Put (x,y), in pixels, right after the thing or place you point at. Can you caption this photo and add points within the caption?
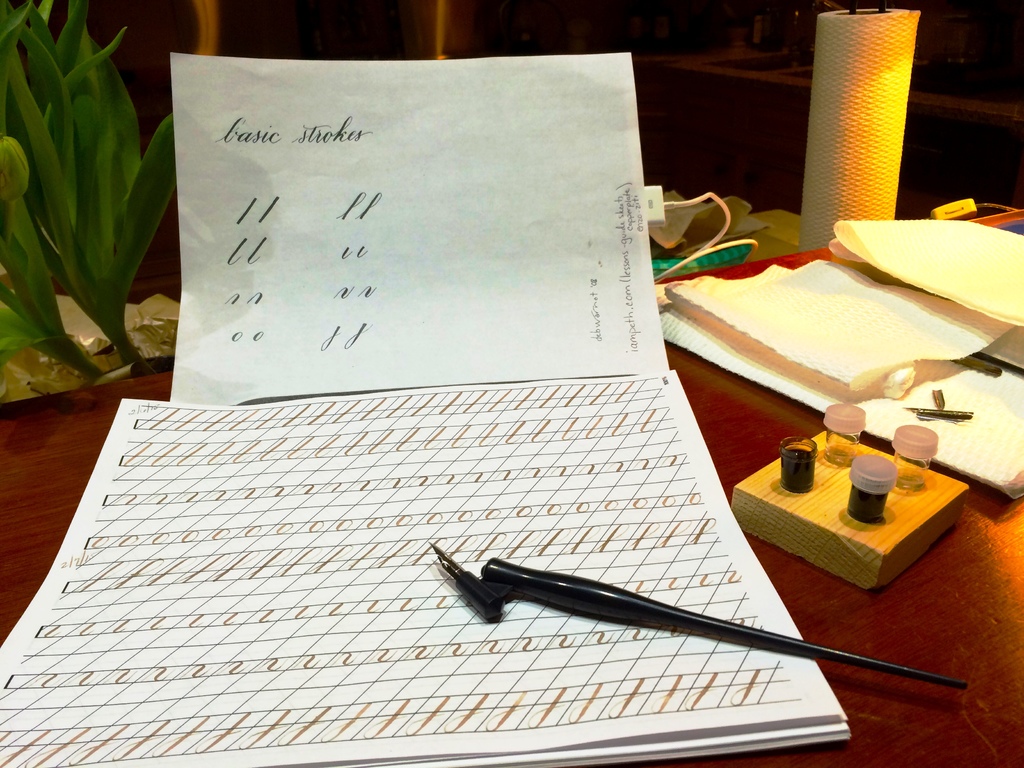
In this image I can see some papers (469,419) with some symbols (472,404) and text (343,125). A pen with a nib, ink bottles (918,480), other papers (854,331), a charger (664,198) and a potted plant (119,301).
